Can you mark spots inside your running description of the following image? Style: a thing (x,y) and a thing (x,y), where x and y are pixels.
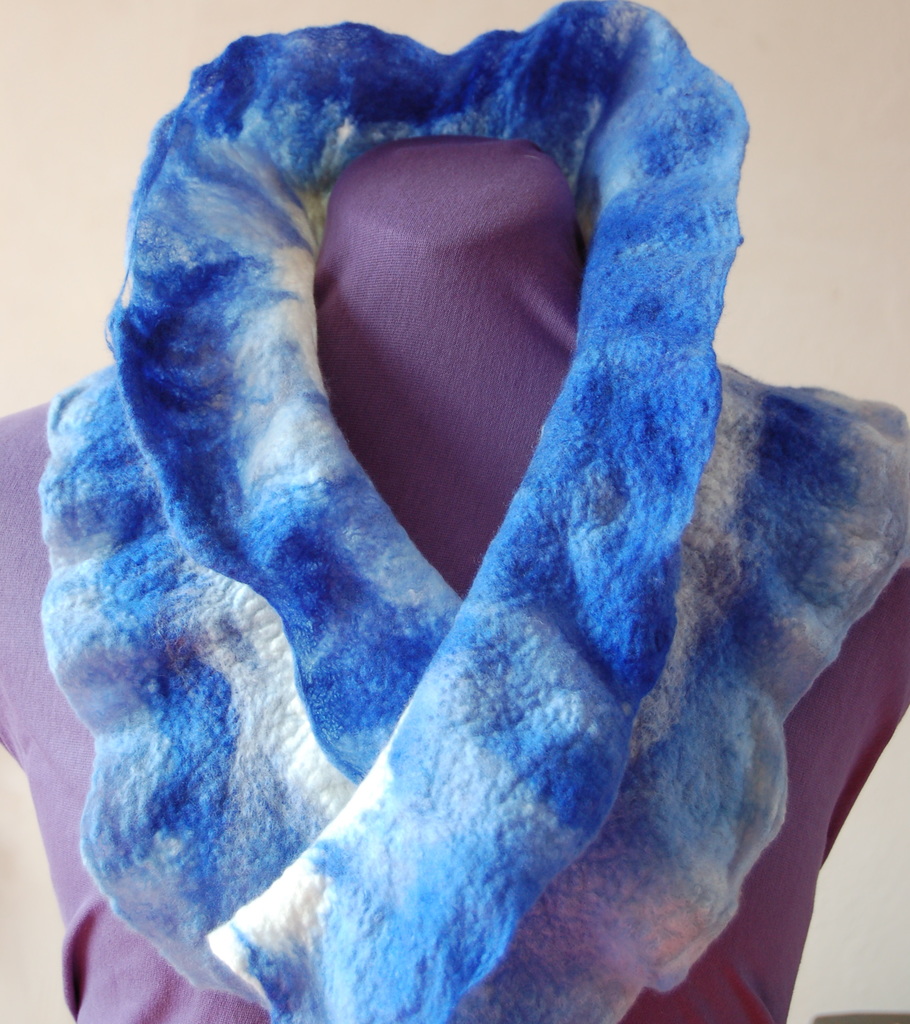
In this image, we can see a scarf (88,378) on the mannequin (75,949) and we can see the white background (36,88).
